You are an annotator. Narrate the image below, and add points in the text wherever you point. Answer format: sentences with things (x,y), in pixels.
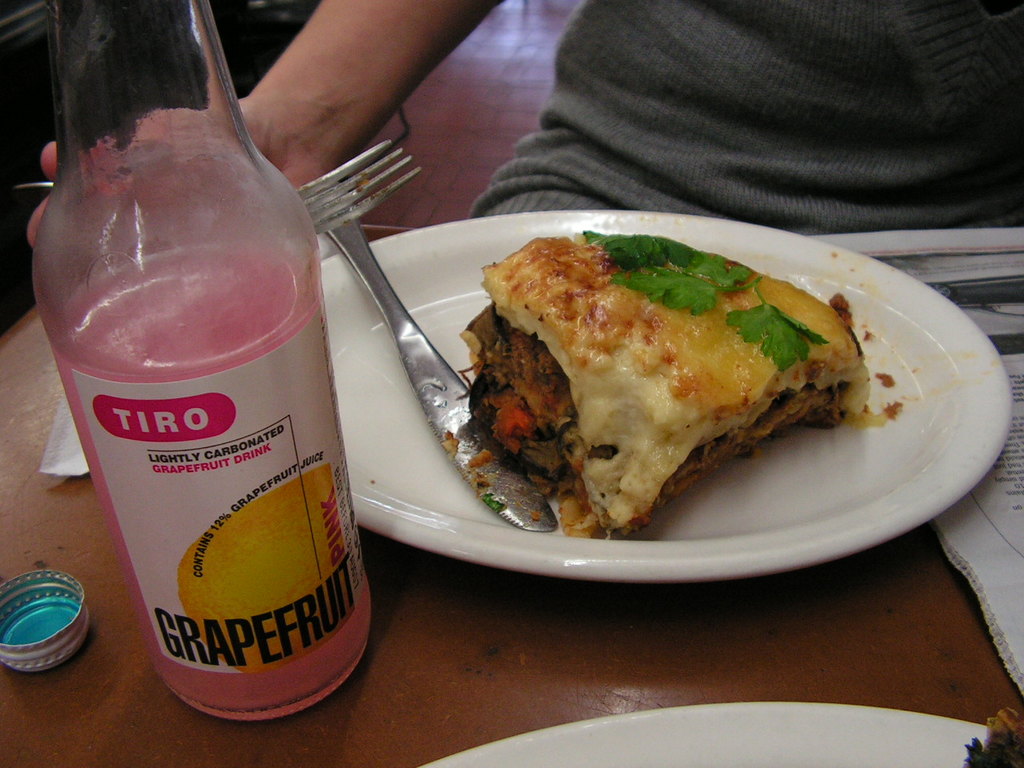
In the above picture there is a grape fruit juice bottle (197,483) in which grape fruit juice (209,315) is there. Beside the bottle (342,490) there is a plate (390,390) which has a food (666,397) and a knife (422,357) in it and a fork (363,206) is hold by the person (720,73) in their hand (294,163). The plate (884,353) and bottle (294,559) is on the table (554,621) and there is a newspaper (1002,519) beside the plate (975,462), and in the bottom corner of the picture (704,741) there is a plate (700,762) too. Beside the bottle (180,589) there is a lid (63,617) of the bottle (150,540). In the background (504,52) of the picture there is a tile floor (505,72).
